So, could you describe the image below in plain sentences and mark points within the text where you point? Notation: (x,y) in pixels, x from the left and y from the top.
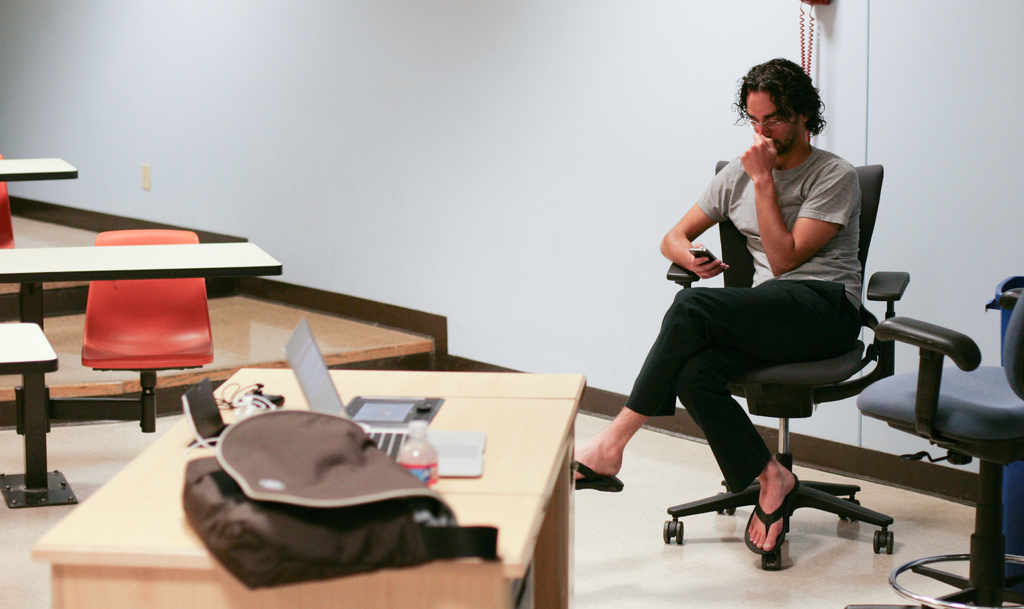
In the picture we can see a classroom (874,535) with benches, chairs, and table (493,479), on it we can see a laptop (393,446), water bottle (402,458), and a bag (399,483) and besides, we can see a man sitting on the chair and holding a mobile phone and watching in that, in the background (799,22) we can see a wall (615,312) which is white in color with some wire (810,41) attached to it.
